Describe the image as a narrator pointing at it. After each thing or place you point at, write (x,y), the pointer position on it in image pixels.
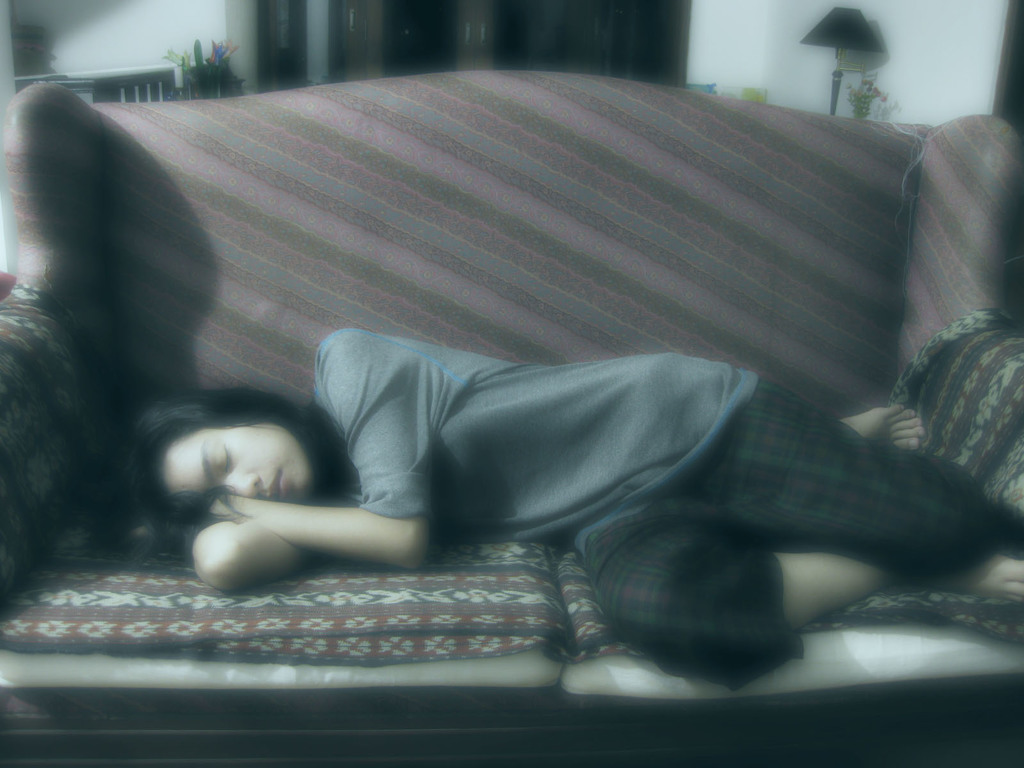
In the picture I can see a woman (648,566) is lying on the sofa (739,109). In the background (847,105) I can see a light lamp (833,109), plants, wall (847,105) and some other things (754,97). This image is little bit blurred.
